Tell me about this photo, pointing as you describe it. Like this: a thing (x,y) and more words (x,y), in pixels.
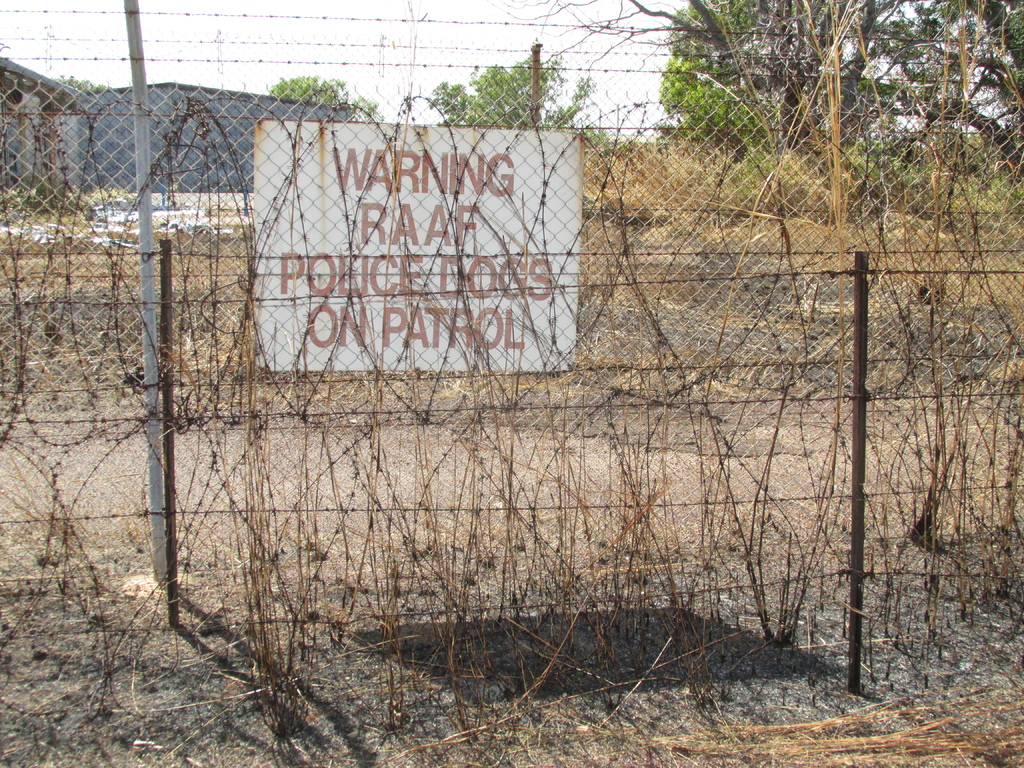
In this image we can see a board (324,218), fence (389,463), rods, sheds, plants (1001,203), and trees (986,75). In the background (12,3) there is sky (402,86).
